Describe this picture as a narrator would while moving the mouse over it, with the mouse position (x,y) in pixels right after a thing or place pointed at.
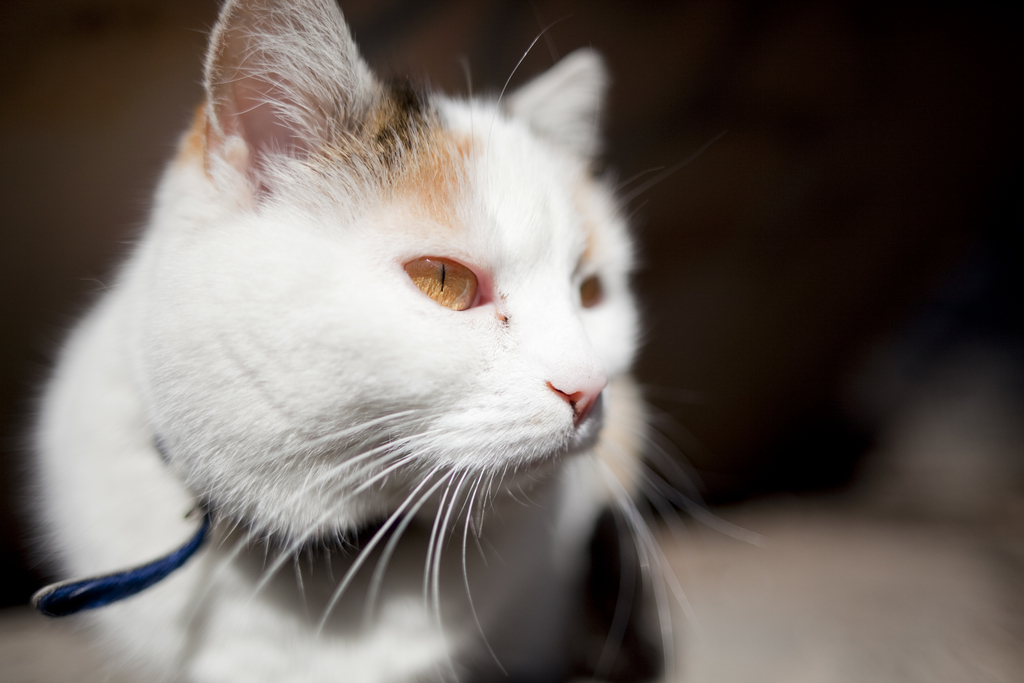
In this image we can see a white cat (459,298) and the background (738,344) is blurred.
